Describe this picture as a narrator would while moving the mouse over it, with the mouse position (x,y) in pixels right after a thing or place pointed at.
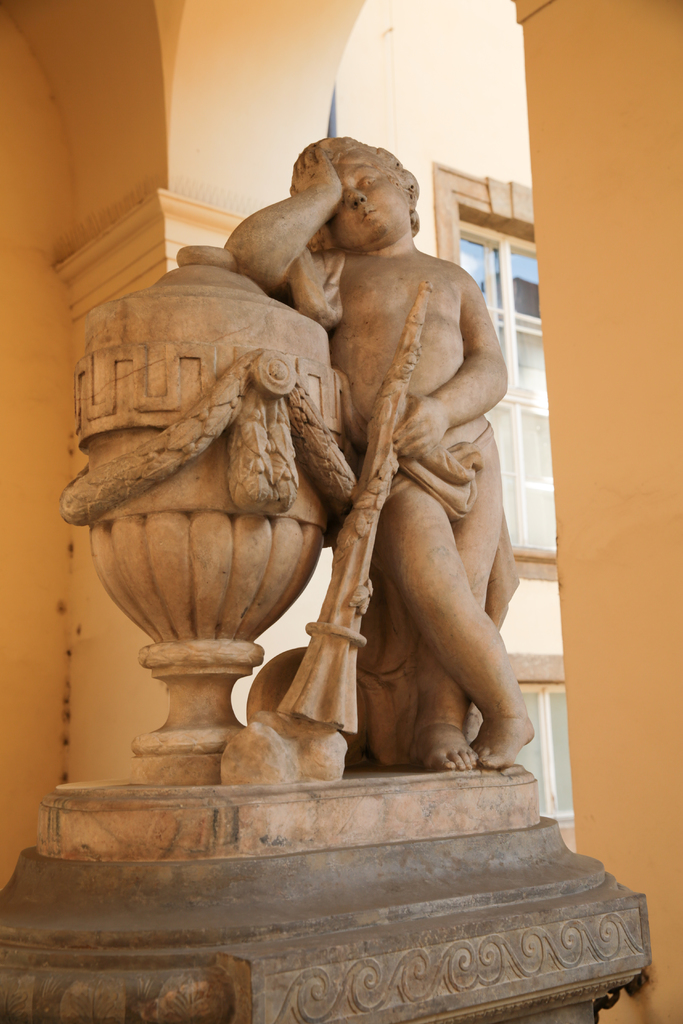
In the picture we can see a statue of a human (435,425) standing here. In the background (67,764), we can see the pillars (210,229) and glass windows (511,327).
